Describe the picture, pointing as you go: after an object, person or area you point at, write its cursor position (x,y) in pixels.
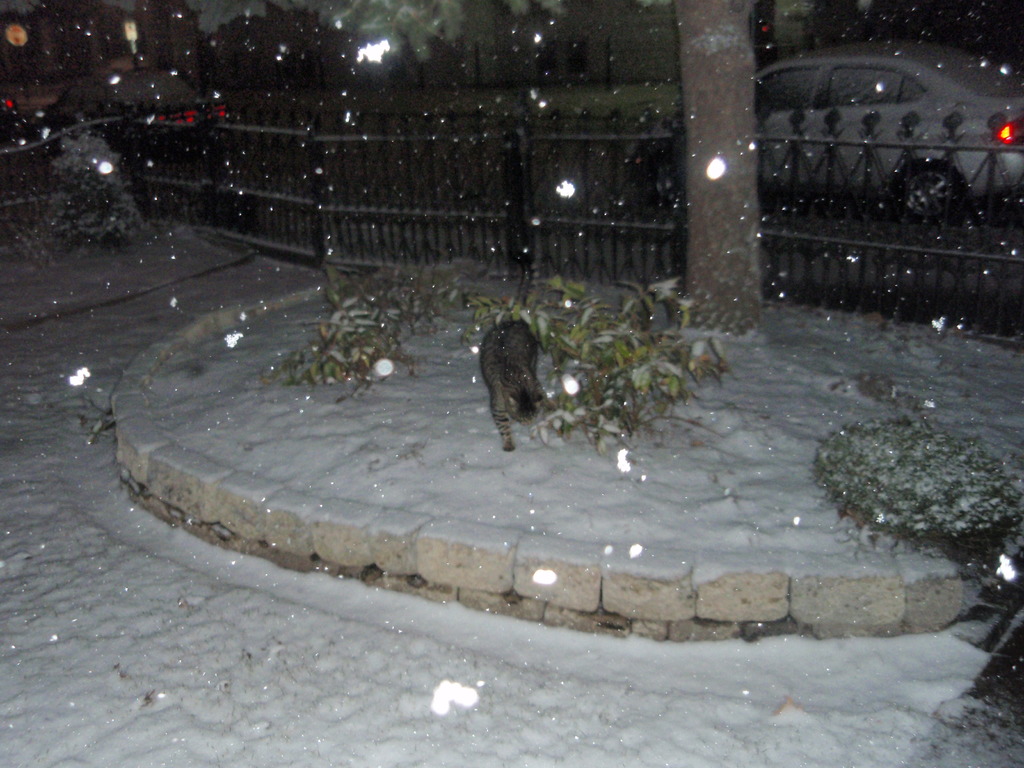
In this image I can see a cat (496,371) and plants (551,432) in a garden bed (594,460) and also I can see a fence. In the background (220,258) I can see trees (734,249), vehicles (23,102) on the road (862,250), tree trunks (737,216), snow (515,492) and lights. This image is taken, may be during night.
